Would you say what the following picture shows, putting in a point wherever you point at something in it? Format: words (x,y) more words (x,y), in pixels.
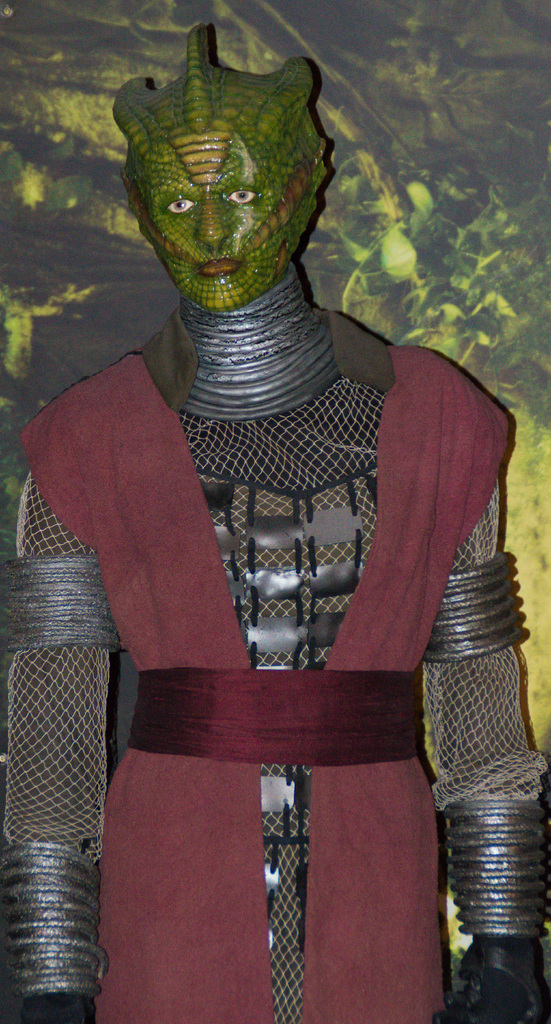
In this image we can see a person (271,439) wearing a costume (185,636).
